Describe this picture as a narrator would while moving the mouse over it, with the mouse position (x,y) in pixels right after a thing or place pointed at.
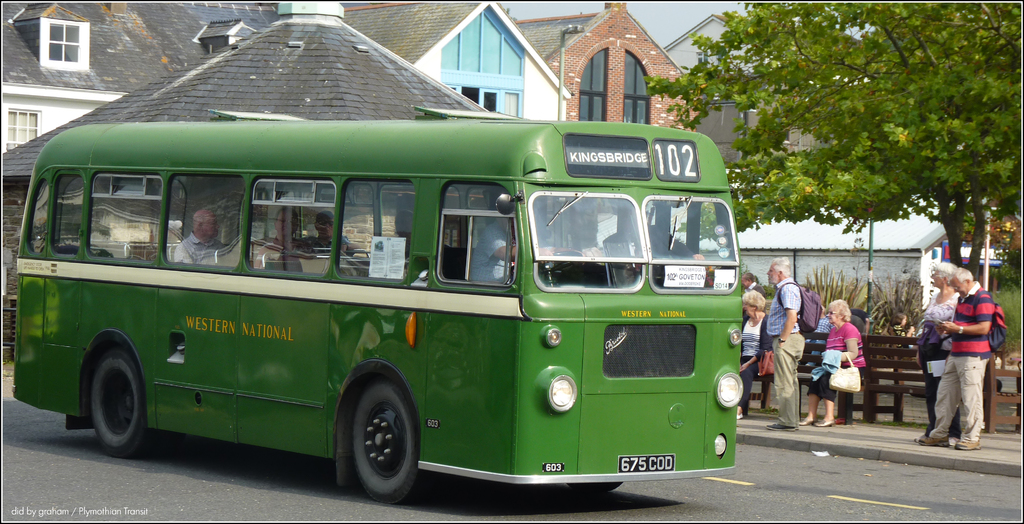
In front of the picture, we see the people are riding the green bus (352,296). At the bottom (220,451), we see the road (301,467). On the right side (961,324), we see the people (987,326) are standing. Beside them, we see two women (853,345) are sitting on the bench (870,380). Behind them, we see the trees (879,313) and a pole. There are trees (1002,228) and the buildings (867,229) in the background (852,229).
